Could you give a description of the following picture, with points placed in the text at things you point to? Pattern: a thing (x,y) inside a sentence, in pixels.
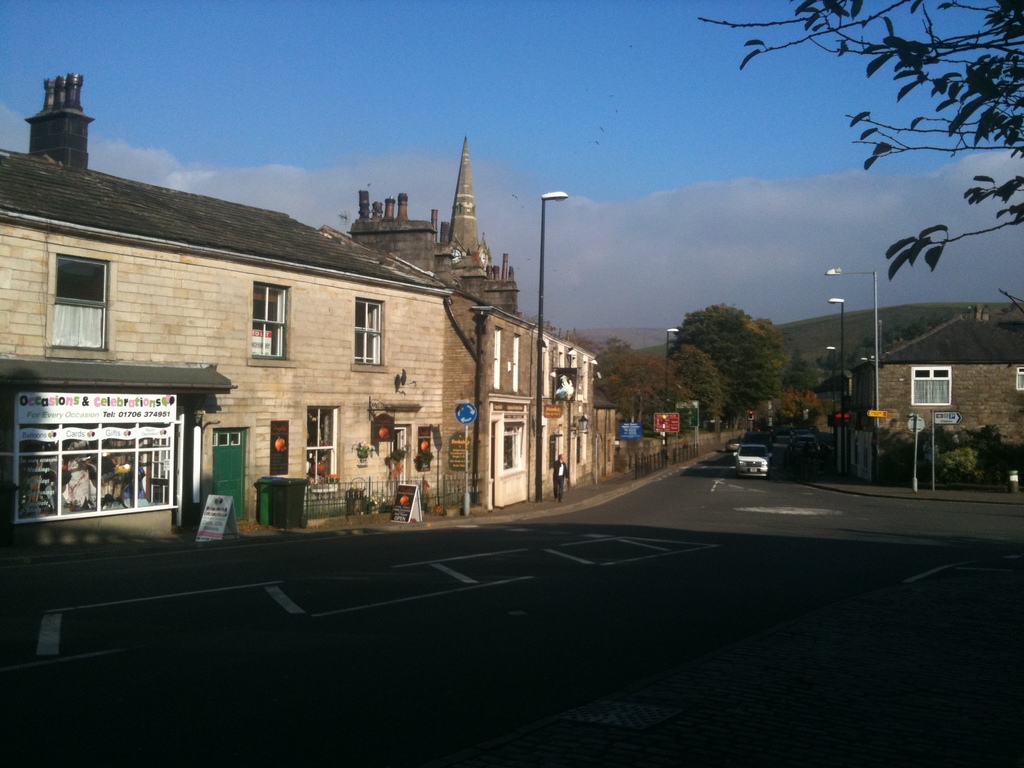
This picture consists of a road (574,694), on the road (560,700) I can see vehicle (733,444), beside the road (724,460) I can see fence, green color container (306,491) and a person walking on the road (511,558), on the right side (971,369) I can see buildings (938,363) and, signs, trees (744,406) and pole (849,432) and at the top (732,127) I can see the sky (785,130).
